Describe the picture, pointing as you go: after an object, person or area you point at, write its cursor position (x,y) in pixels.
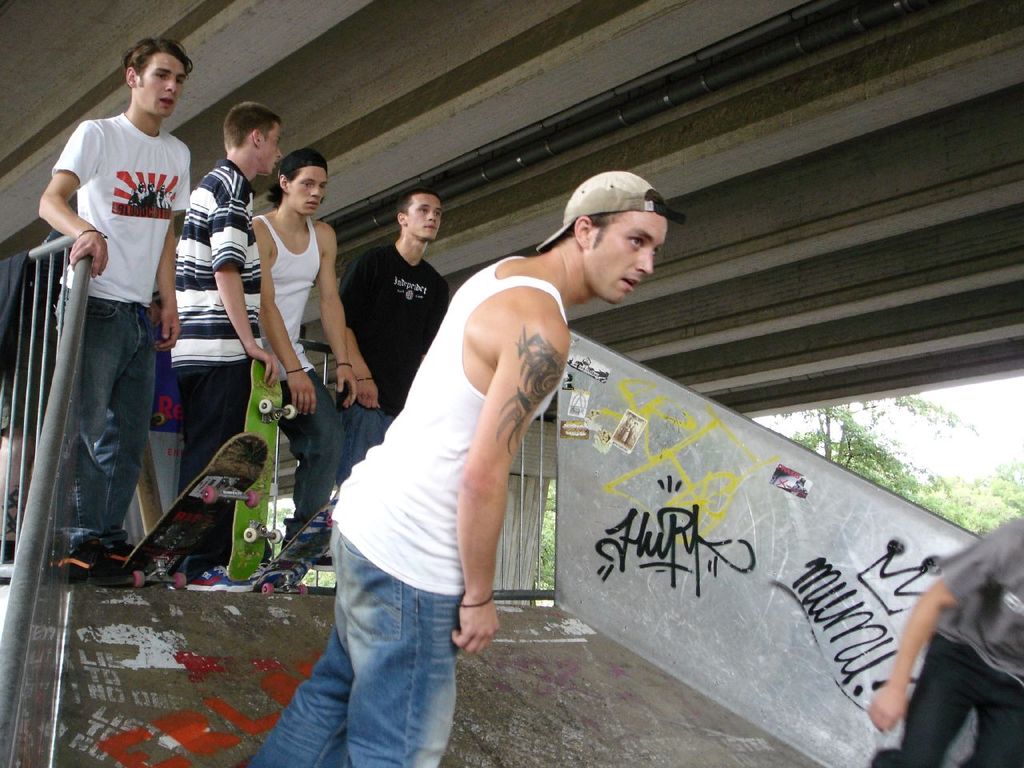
In this image there is a metal railing (68,341) on the left corner (62,390). There is a ramp (664,741) at the bottom (619,741). There are people (185,175) and skateboards (327,527) in the foreground (369,523). There is a person (965,715) and there are trees (956,504) on the right corner (985,601). There is roof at the top (561,110).
